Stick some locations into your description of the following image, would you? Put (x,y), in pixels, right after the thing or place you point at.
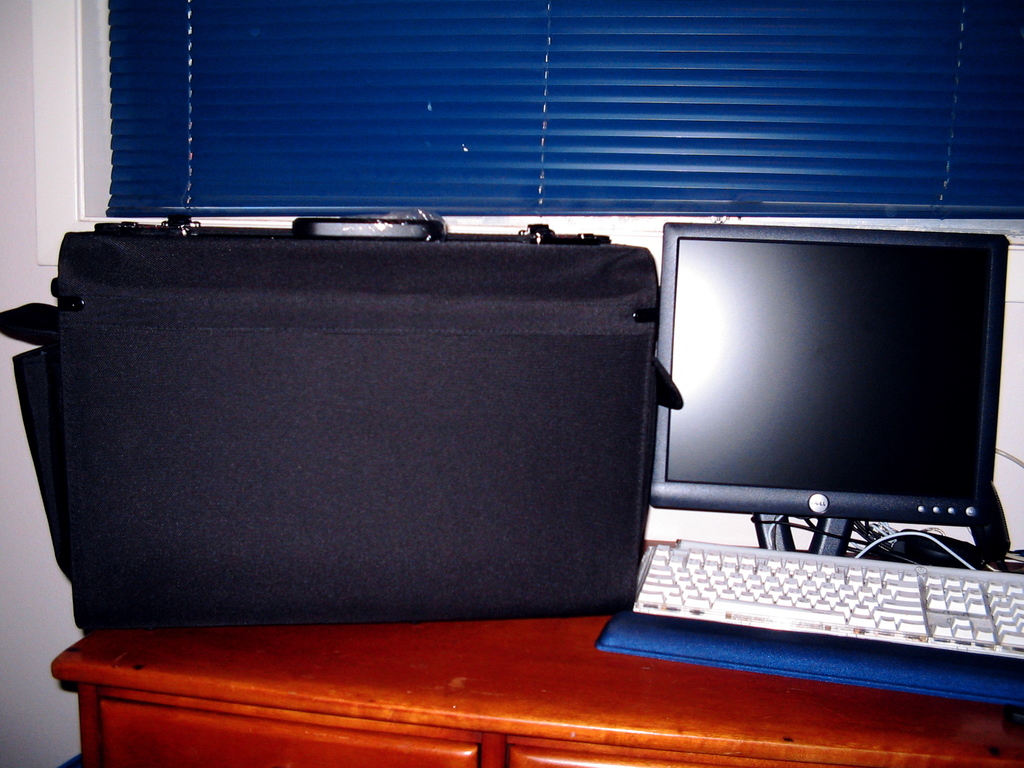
In this image i can see a bag (319,417), a monitor (766,445) and a keyboard (946,629) on the table (462,683). In the background (47,119) i can see a wall (19,98) and the window blind (546,108).
